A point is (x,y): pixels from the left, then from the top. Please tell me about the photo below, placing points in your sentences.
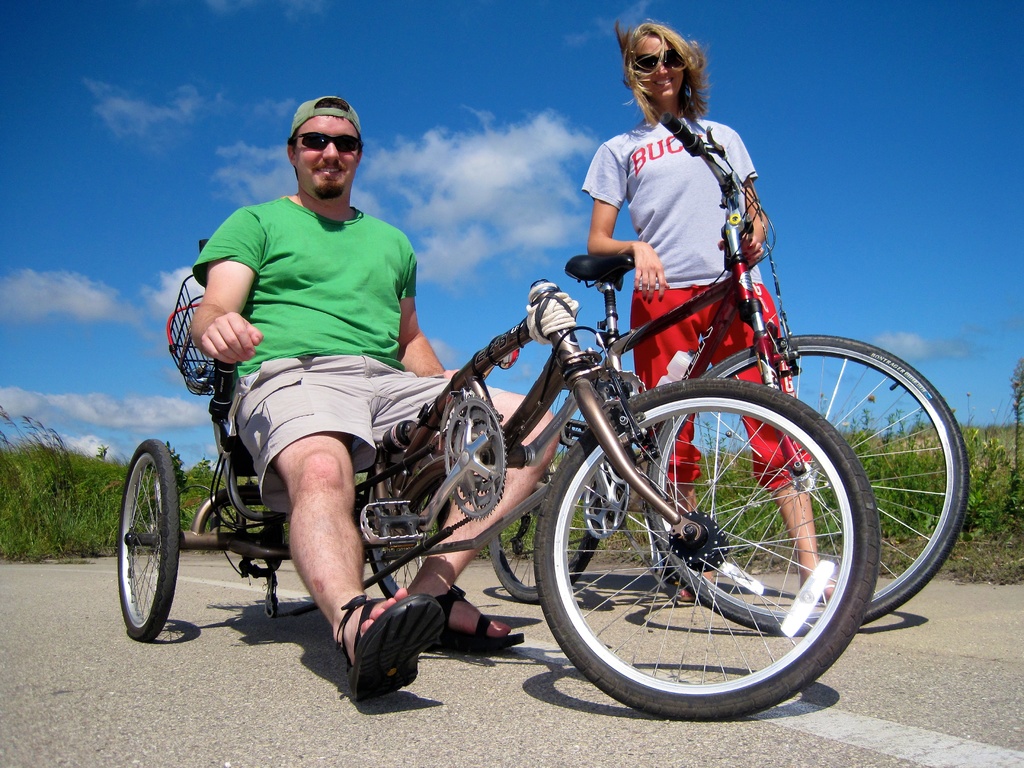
In this picture we can see a man (357,437) and a woman (688,199), and he is seated on the bicycle (443,441), beside to him we can find another bicycle (737,199), in the background (28,439) we can see few plants (897,469) and clouds (109,412).
